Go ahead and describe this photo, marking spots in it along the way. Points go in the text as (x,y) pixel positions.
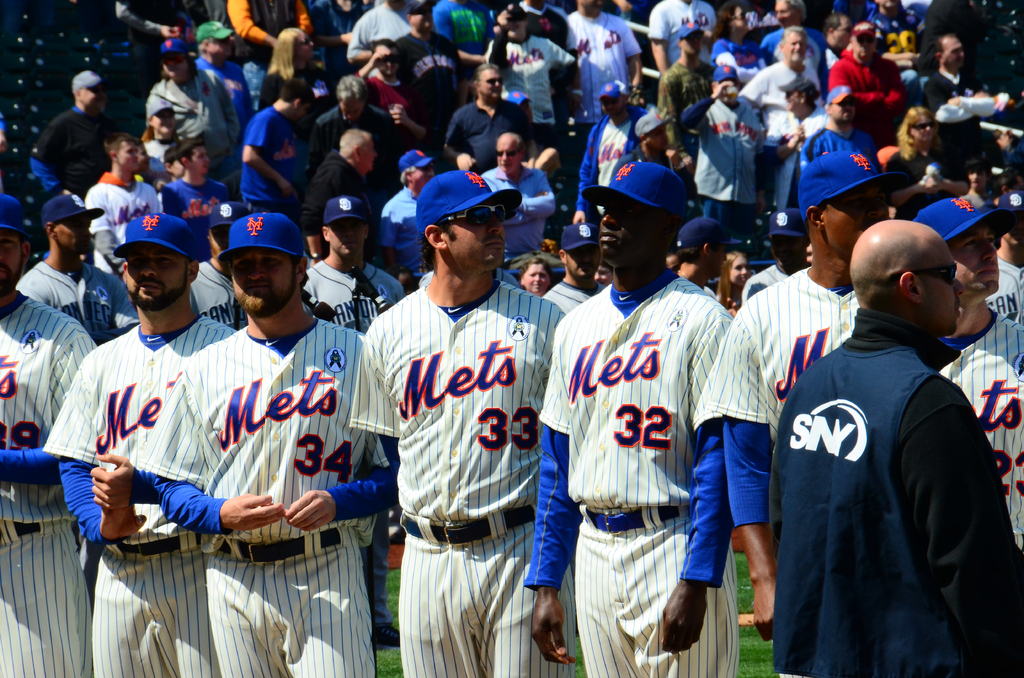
In this image I can see group of people (323,352) some are standing and some are sitting. The persons (849,212) in front (227,420) are wearing white and blue color dresses (585,477) and blue color caps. Background (196,180) I can see few persons (290,137) standing.
